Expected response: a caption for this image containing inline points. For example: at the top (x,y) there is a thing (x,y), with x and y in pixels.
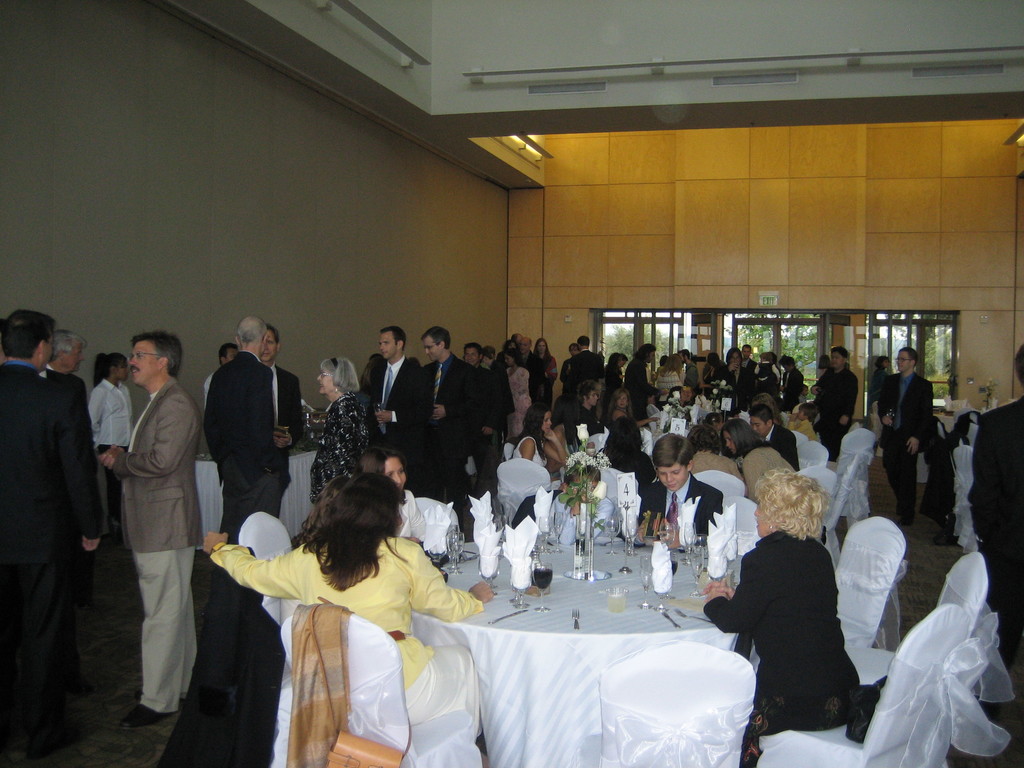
As we can see in the image there is a wall (217,125), orange color tiles (659,212), windows (751,316), few people (602,362) standing here and there and in the front (771,475) there are few people (326,522) sitting on chairs (724,482) and on tables (502,561) there are tissues (495,549), glasses (667,534) and flower flask (582,533).
